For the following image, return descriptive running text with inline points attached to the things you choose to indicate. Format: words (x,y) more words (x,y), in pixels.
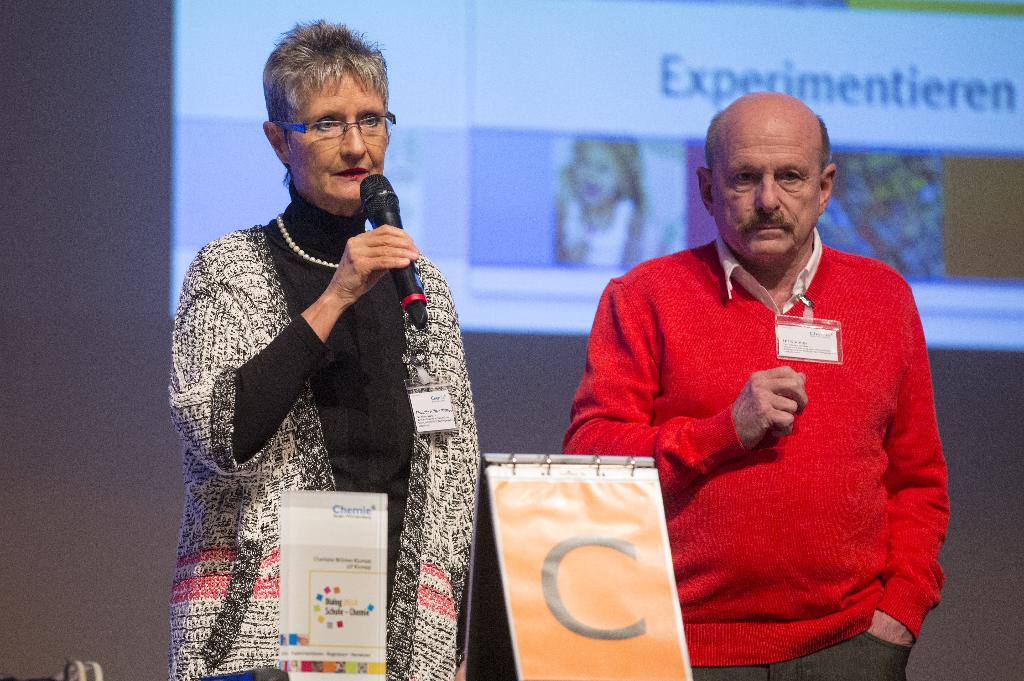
In the image we can see two persons (715,357) the woman (356,376) she is holding the mike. And the man (738,337) he is standing and back of them there is a screen (541,165).
